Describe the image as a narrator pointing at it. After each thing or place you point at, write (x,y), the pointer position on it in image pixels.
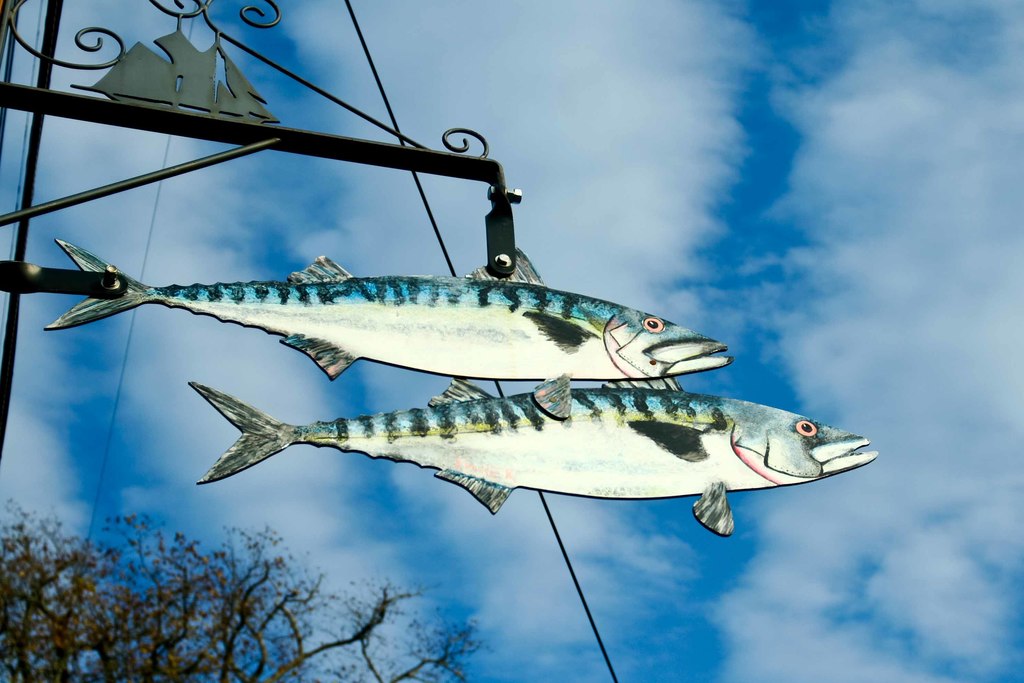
In this image I can see two fish boards (649,411) attached to the pole (497,203). In the background (248,583) I can see few trees (200,661) in brown color and the sky (640,163) is in blue and white color.
